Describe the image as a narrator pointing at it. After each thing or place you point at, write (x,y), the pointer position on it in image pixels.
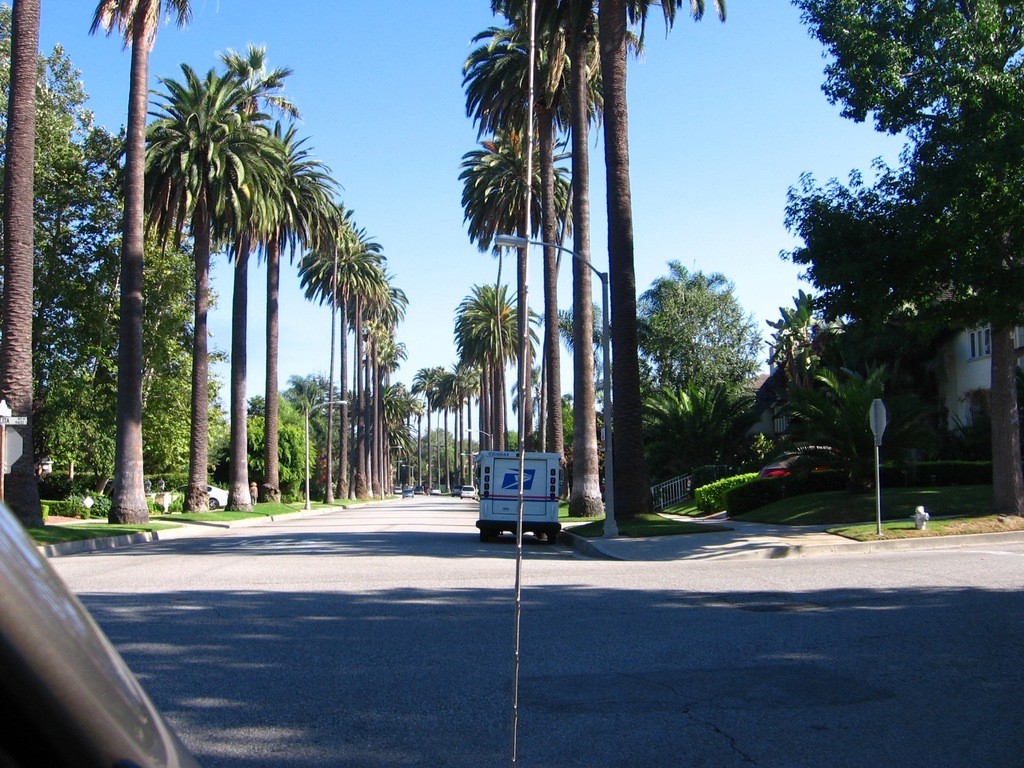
In this image we can see vehicle (551,497), lights (611,521), trees (97,465), road (371,514) and other objects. In the background of the image (409,347) there are trees (434,399), buildings (979,427), vehicles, road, the sky (752,281) and other objects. At the bottom of the image (652,651) there is the road (672,689) and an object (43,728). On the left side of the image (93,662) there is an object (138,706).
